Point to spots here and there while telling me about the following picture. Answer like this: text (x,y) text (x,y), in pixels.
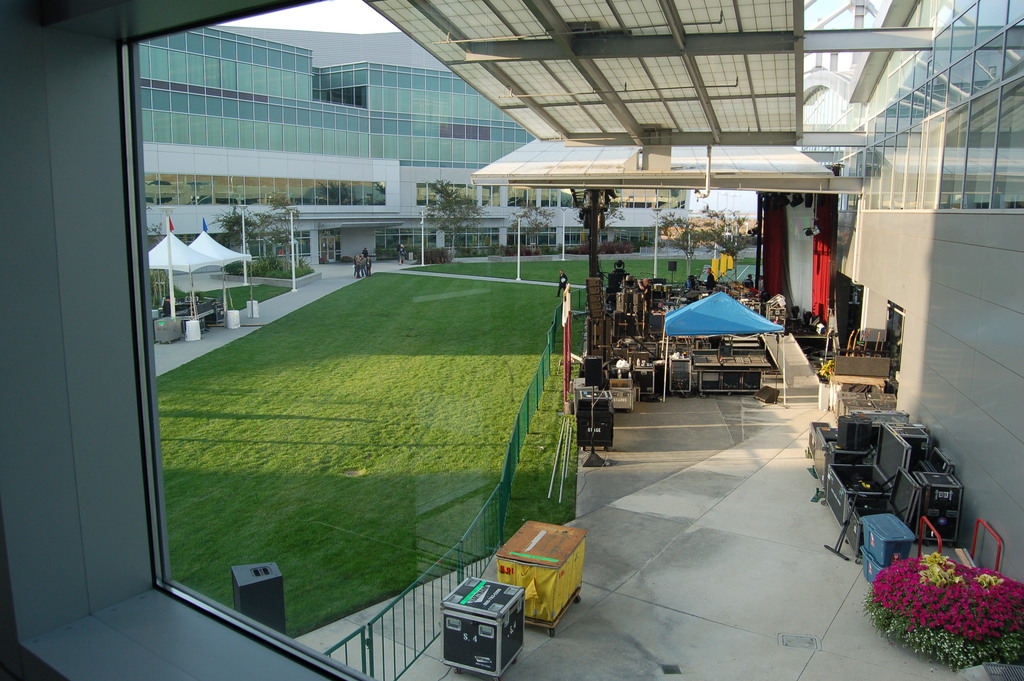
In this image we can see buildings (214,138), tents (702,316), boxes (508,557), flower plants (920,570), speaker (254,591), tables (767,361), grass (478,349), people (361,253), trees (527,215), poles (563,244), plants (493,244), curtains (798,270) and things (839,347).
